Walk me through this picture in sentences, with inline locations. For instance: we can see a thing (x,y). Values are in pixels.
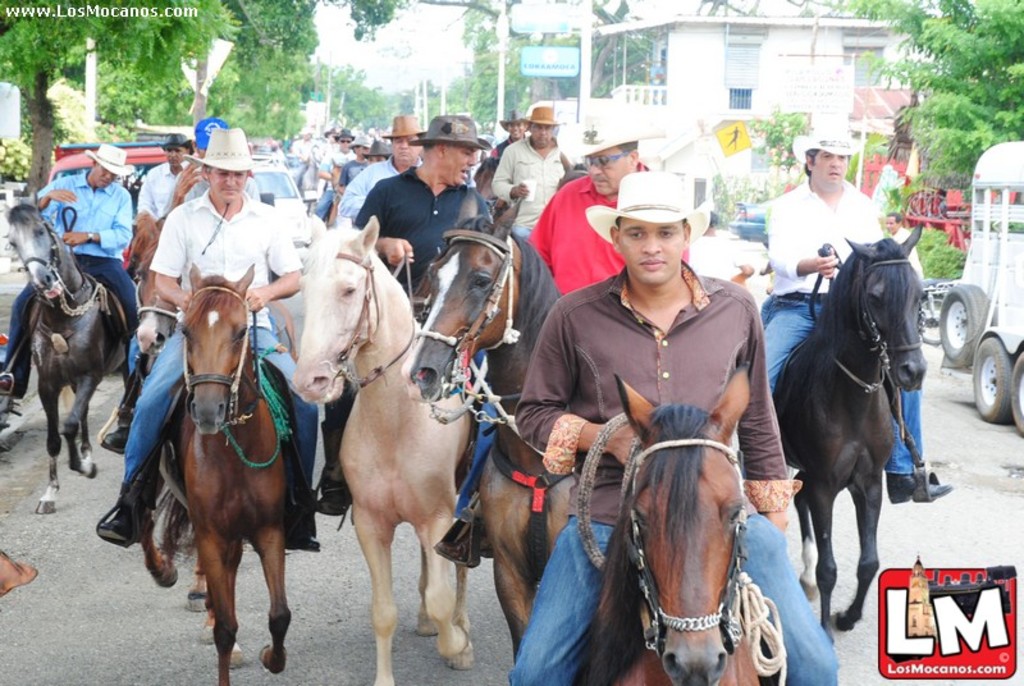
In this image in front (748,491) there are people (80,243) sitting on the horses (541,460). There are vehicles (999,250) on the road (120,599). In the background of the image (131,80) there are trees (305,38), buildings (778,63), street lights (501,32) and sky (428,47). There is a logo (957,671) on the right side of the image (952,657).
